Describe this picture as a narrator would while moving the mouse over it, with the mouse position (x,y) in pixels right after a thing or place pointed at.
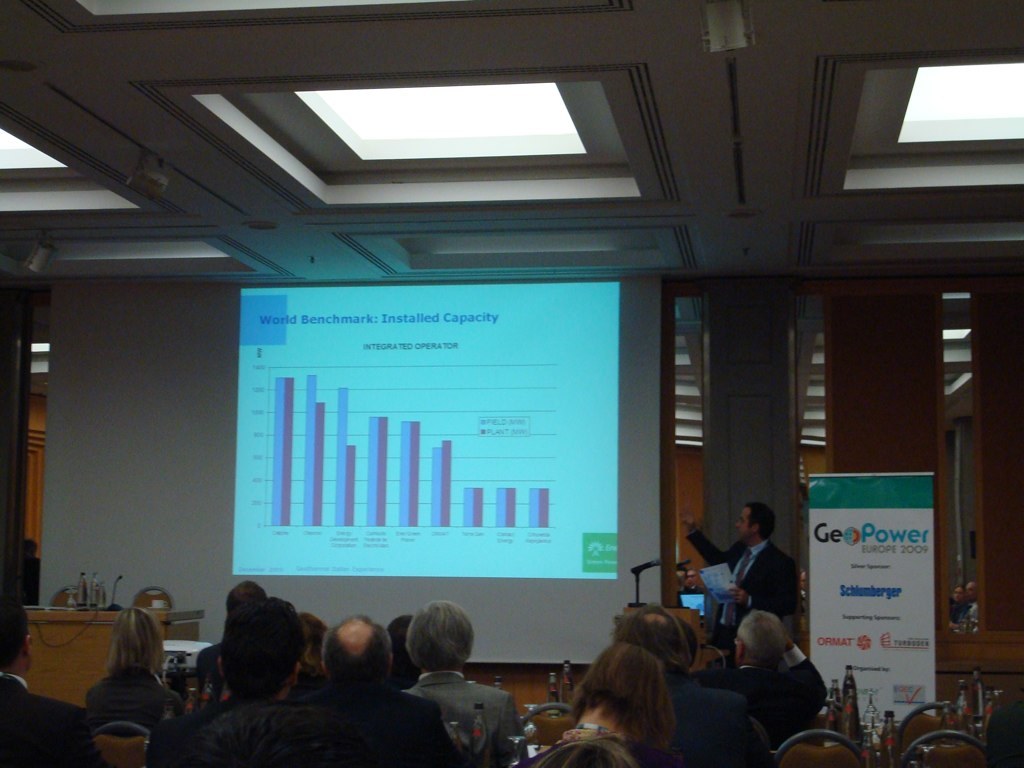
In the picture we can see a meeting hall (315,540) with some people (992,742) are sitting near to the table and in front of them we can see a man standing and explaining something and to the wall (94,483) we can see a screen (273,311) and some information (262,319) in it and to the ceiling (669,250) we can see a glass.
